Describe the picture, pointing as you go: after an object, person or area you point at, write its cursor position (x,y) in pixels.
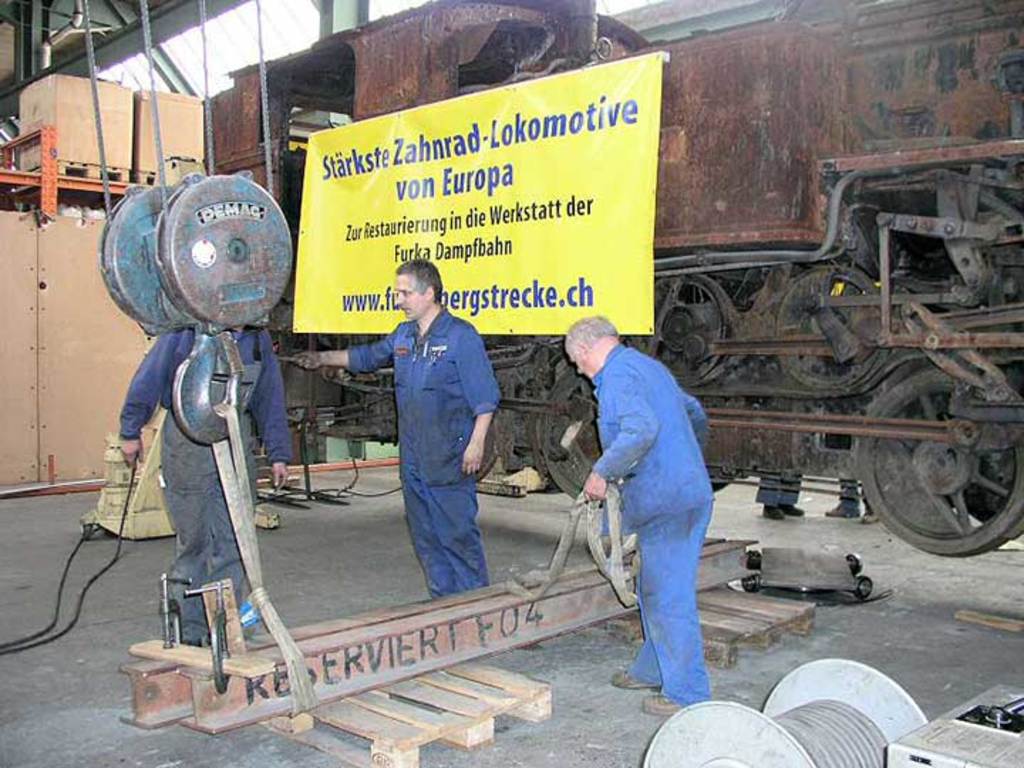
In this image I can see three persons (641,513) standing. In front (424,440) the person (656,522) is wearing blue color dress (461,459) and I can see few machines (202,350). In the background (535,203) I can see the banner (494,161) in yellow color.
